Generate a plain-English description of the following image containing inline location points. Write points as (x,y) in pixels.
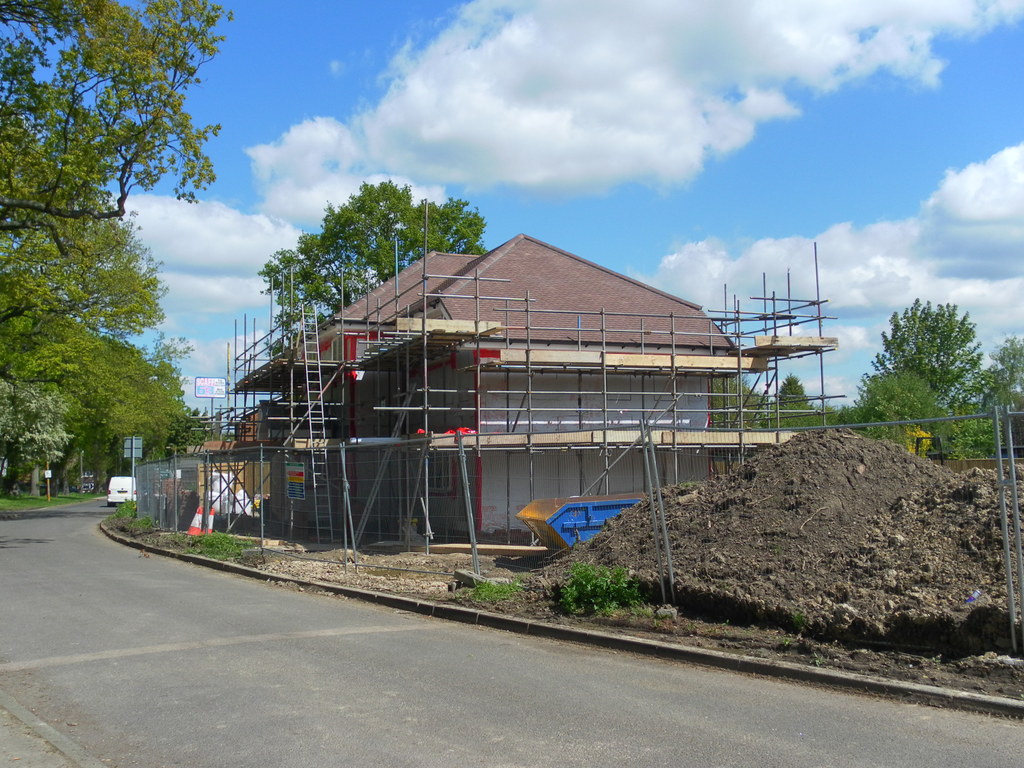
At the bottom of the image (270,703) there is road (135,617). Behind the road (69,662) to the right side (712,461) there is a construction (516,367) of house (499,419) with rods (480,431), ladders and roof (390,299) of the house (396,396). At the right corner of the image (857,472) there is sand (780,557) on the ground (812,560). In the background (165,403) there are trees (110,349) and poles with sign boards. At the top of the image (625,154) there is a sky (697,154) with clouds (753,122).
